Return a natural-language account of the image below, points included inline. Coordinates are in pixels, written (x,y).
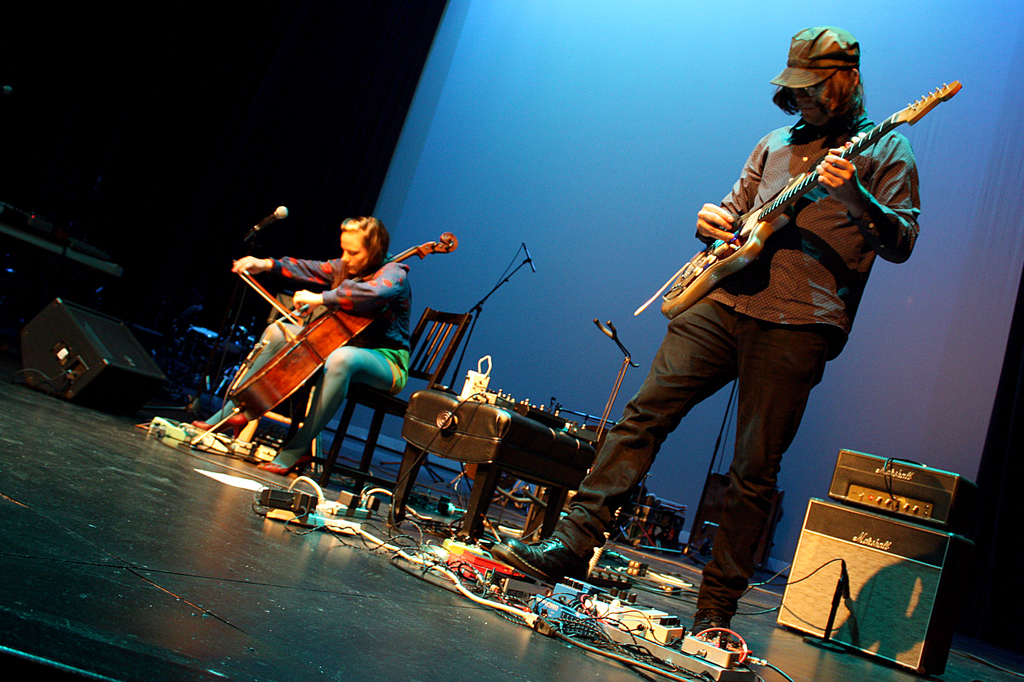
As we can see in a picture that one man (712,345) is standing and holding a guitar (712,273) and a woman (277,344) is sitting and playing a cello (275,369). These are the microphones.
